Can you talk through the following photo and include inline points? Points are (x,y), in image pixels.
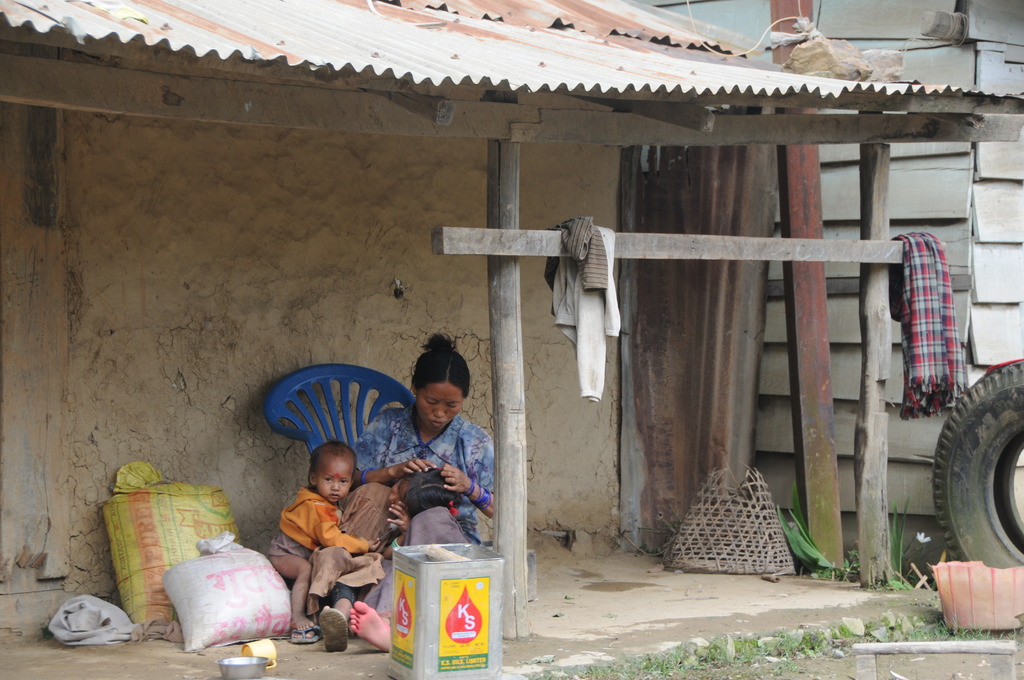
In this image I can see three people (282,552) sitting under the shed (20,372). To the side of these people (338,525) I can see the bags (135,559), chair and the can (430,608). I can see few clothes (608,296) on the wooden pole (667,245). To the right (962,507) I can see the tyre (948,506) and the grass (670,658).
